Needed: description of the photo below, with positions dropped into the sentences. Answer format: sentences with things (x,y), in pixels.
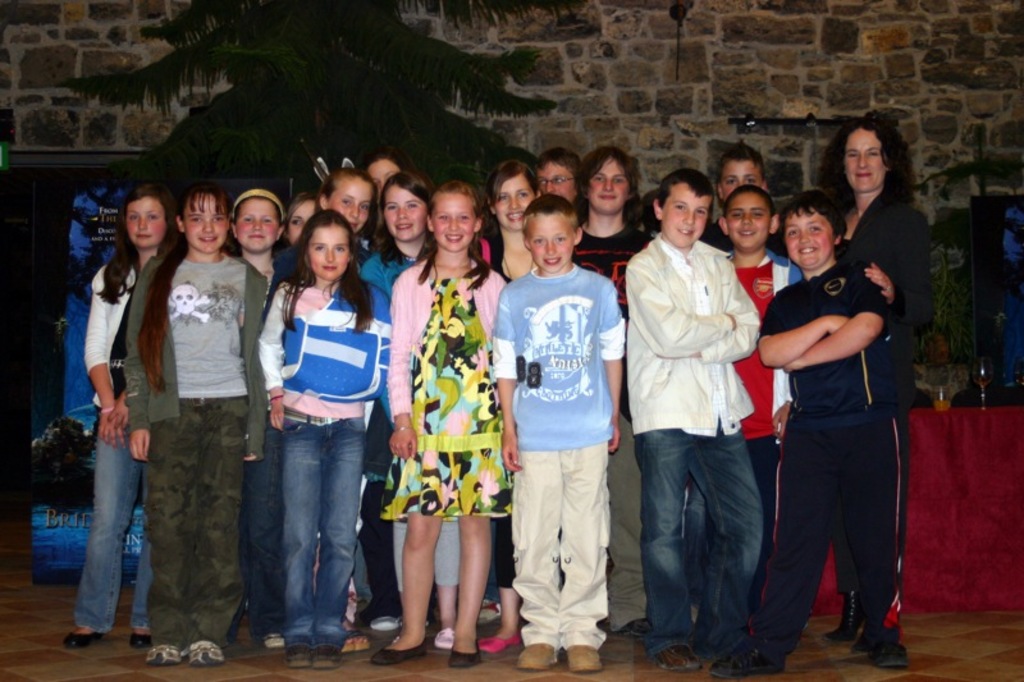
This picture seems to be clicked inside the hall (848,307). In the foreground (664,277) we can see the group of people (761,224) smiling and standing on the ground (986,624). On the right (968,464) we can see a table (958,420) on the top of which the glasses of drinks (942,408) are placed. In the background (806,90) we can see the stone wall (588,82) and we can see the tree (327,102) and the text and the depictions of some objects (83,444) on the banner (62,286). In right corner (1010,209) there is an object (1007,337).
